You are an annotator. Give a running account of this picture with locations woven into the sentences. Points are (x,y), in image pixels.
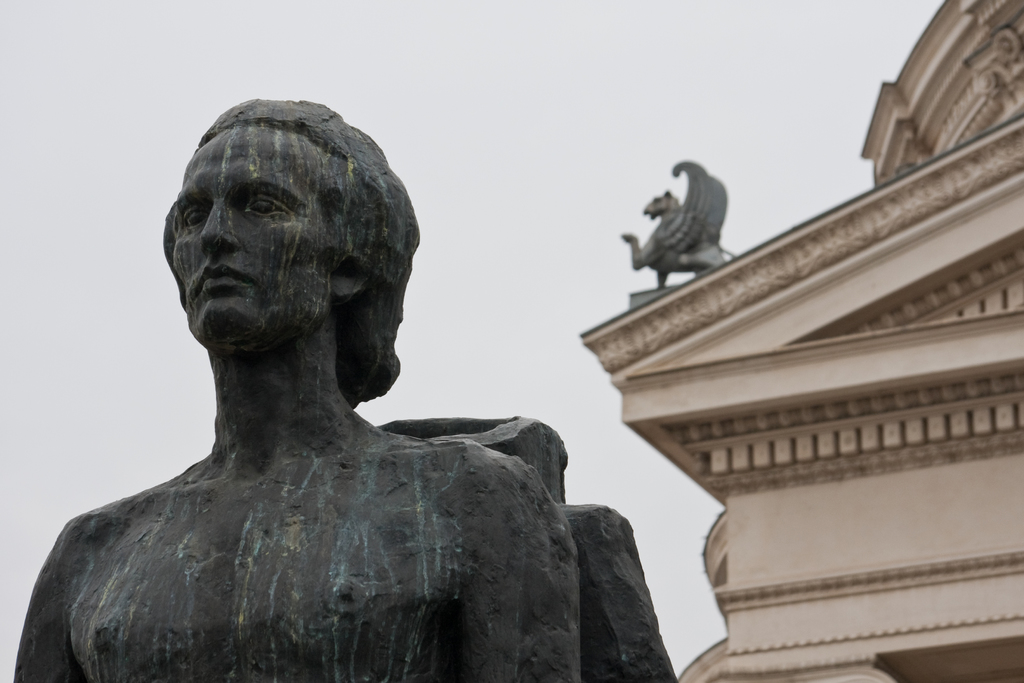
In the picture we can see a human sculpture (610,598) which is gray in color and beside it, we can see a part of palace building (651,344) on it, we can see a lion sculpture (665,220) with wings (690,198) and behind it we can see a sky (605,299).
